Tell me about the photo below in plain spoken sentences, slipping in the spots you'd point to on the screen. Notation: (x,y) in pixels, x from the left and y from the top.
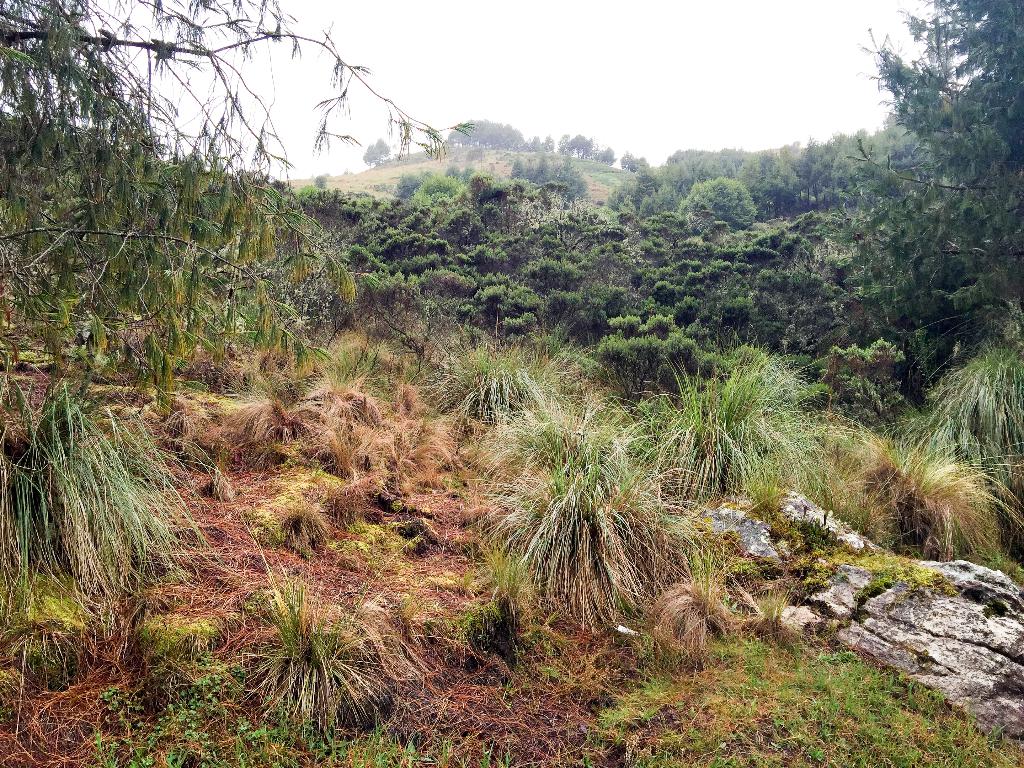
In this image there is a rock (797,615). At the bottom of the image (145,759) there is grass (271,762) on the surface (521,674). There are plants (514,477). In the background of the image (622,66) there are trees (881,255) and sky (654,59).
